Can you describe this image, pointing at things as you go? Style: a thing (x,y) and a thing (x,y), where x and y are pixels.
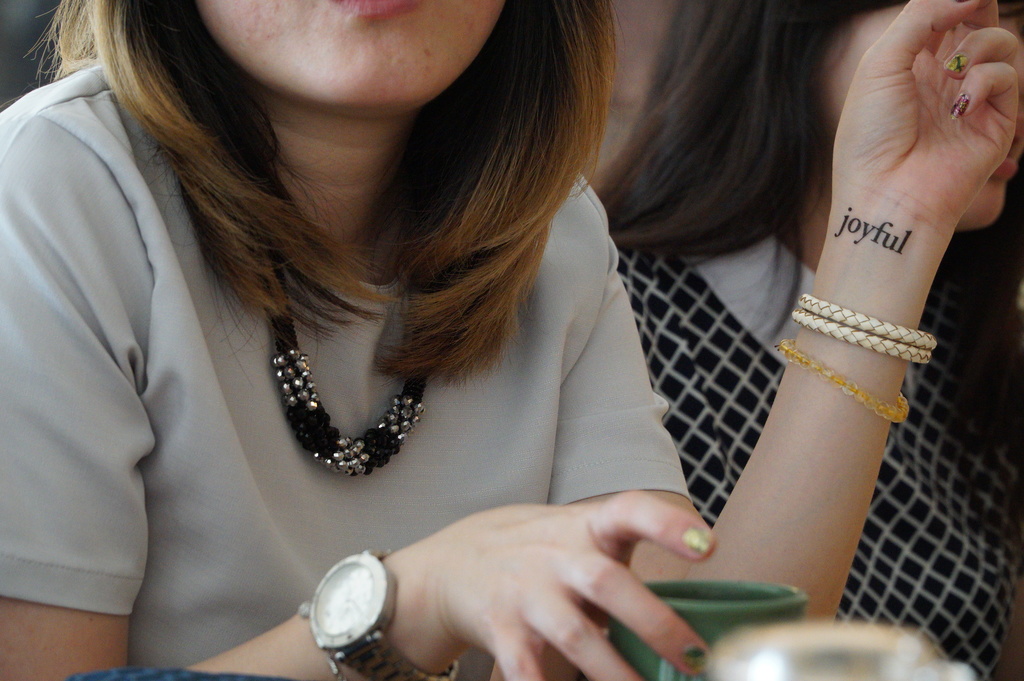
Here a woman (355,407) is holding cup (698,608) in the hand (680,637), wearing watch (368,647) and clothes (582,445).
